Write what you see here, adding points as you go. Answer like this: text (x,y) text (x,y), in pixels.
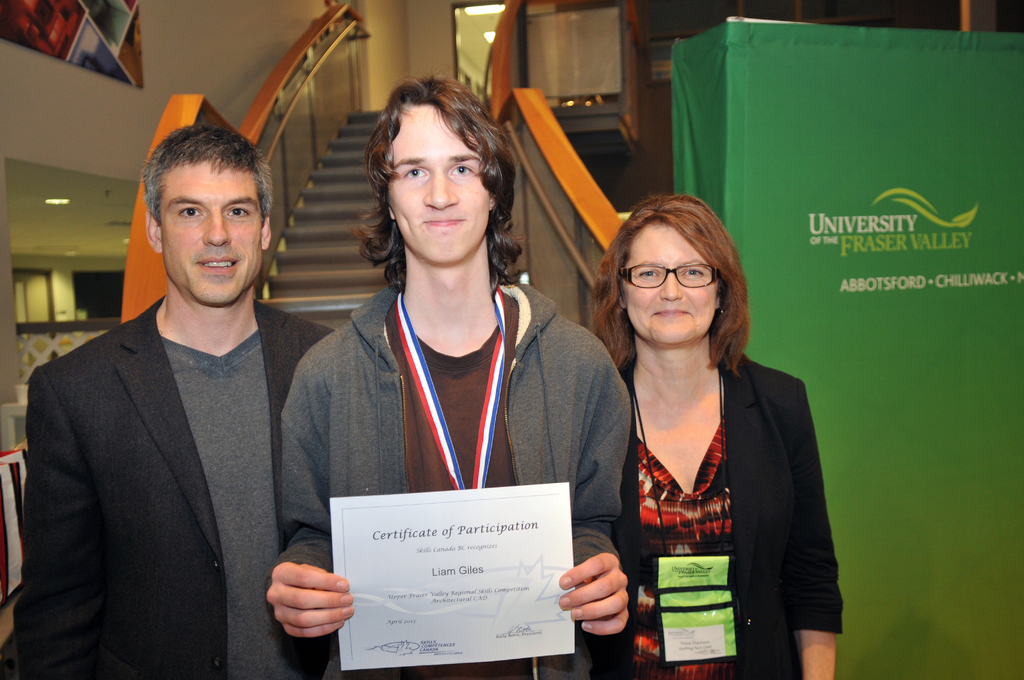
In this image we can see three people (309,433) standing near the staircase (566,293), one man (447,477) in the middle (449,450) holding a white certificate (421,501) with text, one green object (879,332) with text (810,212) on the right side of the image (891,358) looks like a banner (918,421), one wooden object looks like a pole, one board (87,40) with images (95,34) attached to the wall (154,85), some lights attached to the ceiling (484,39) and some objects (17,397) on the floor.
